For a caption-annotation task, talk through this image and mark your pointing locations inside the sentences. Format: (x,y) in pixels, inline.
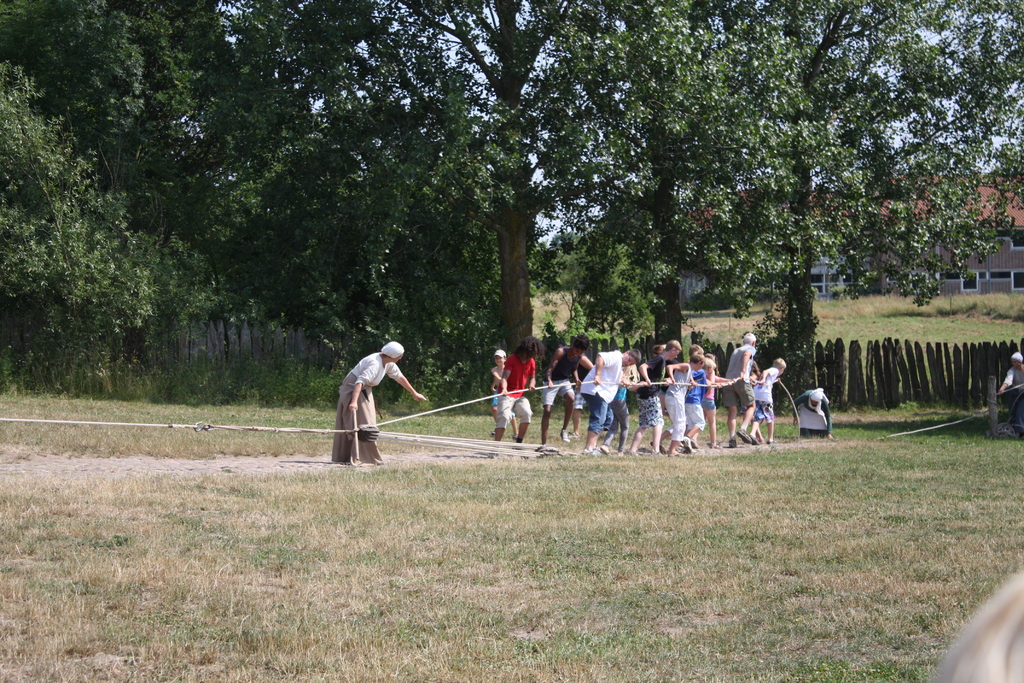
In this image I can see there are few people (365,400) holding a rope (502,449) and there is some grass (494,561) on the floor (566,529), there are trees (223,293) in the background (203,250), there is a building (1011,289) on right side (993,258) and the sky (490,2) is clear.
